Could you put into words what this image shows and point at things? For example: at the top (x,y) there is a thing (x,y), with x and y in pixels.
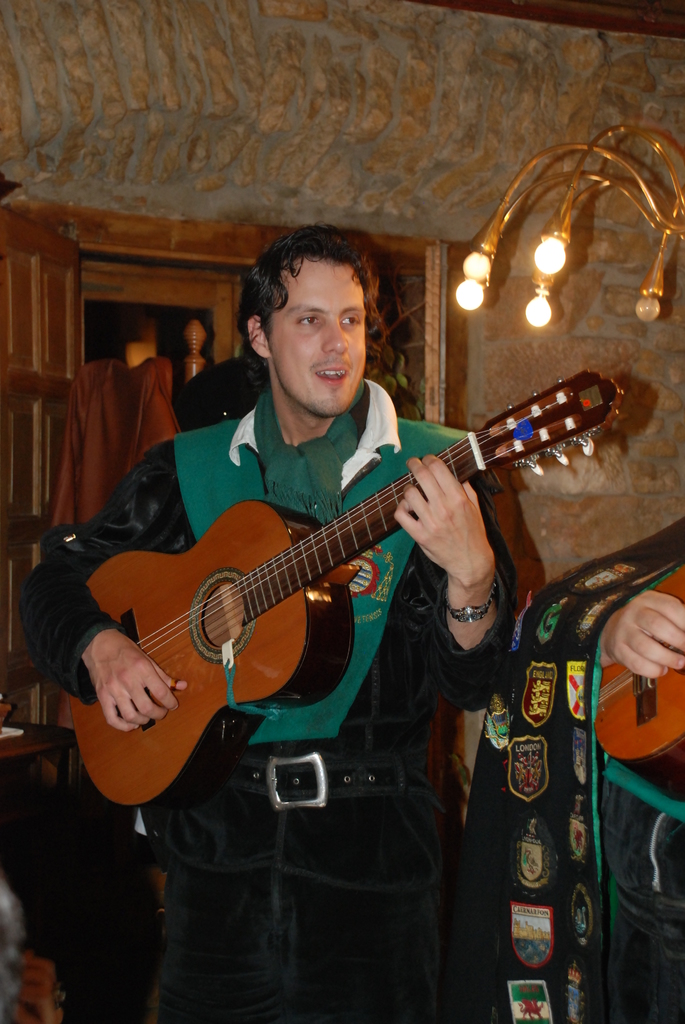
In this picture I can see a man (181,997) playing guitar (334,544) and I can see another human (573,732) playing some instrument (667,720) on the side and I can see lights (548,256) on the right side (553,231) and looks like a window (215,269) in the back (84,312).
